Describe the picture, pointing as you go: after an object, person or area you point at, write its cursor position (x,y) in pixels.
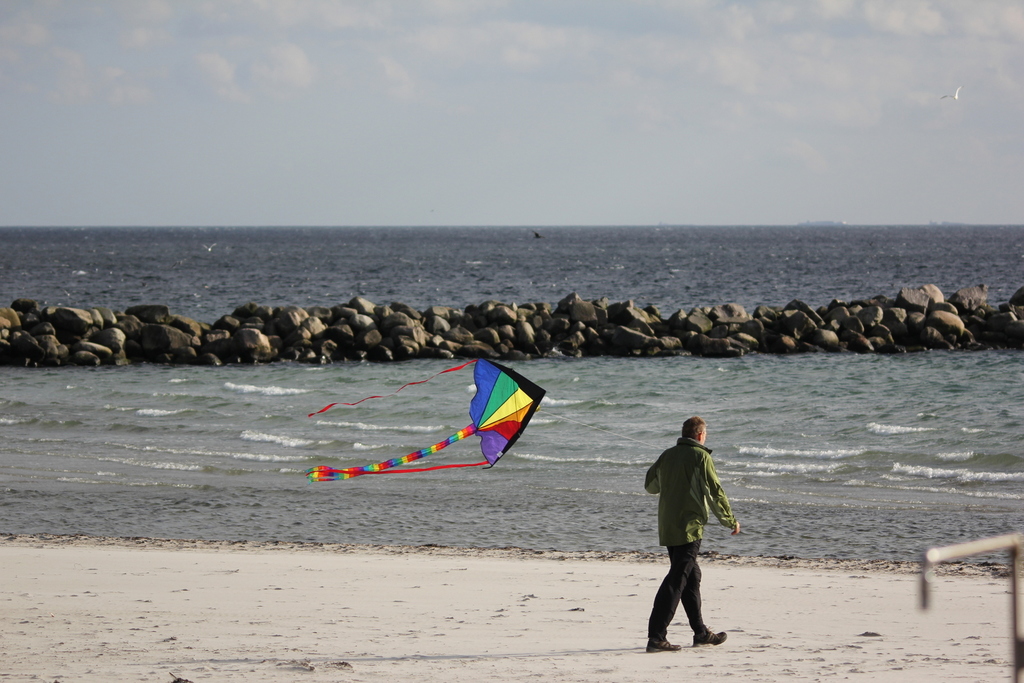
There is a person (703,458) and a kite (494,381) in the foreground area of the image (519,376), there are stones (502,316), water (497,252) and the sky (817,191) in the background (578,246).
